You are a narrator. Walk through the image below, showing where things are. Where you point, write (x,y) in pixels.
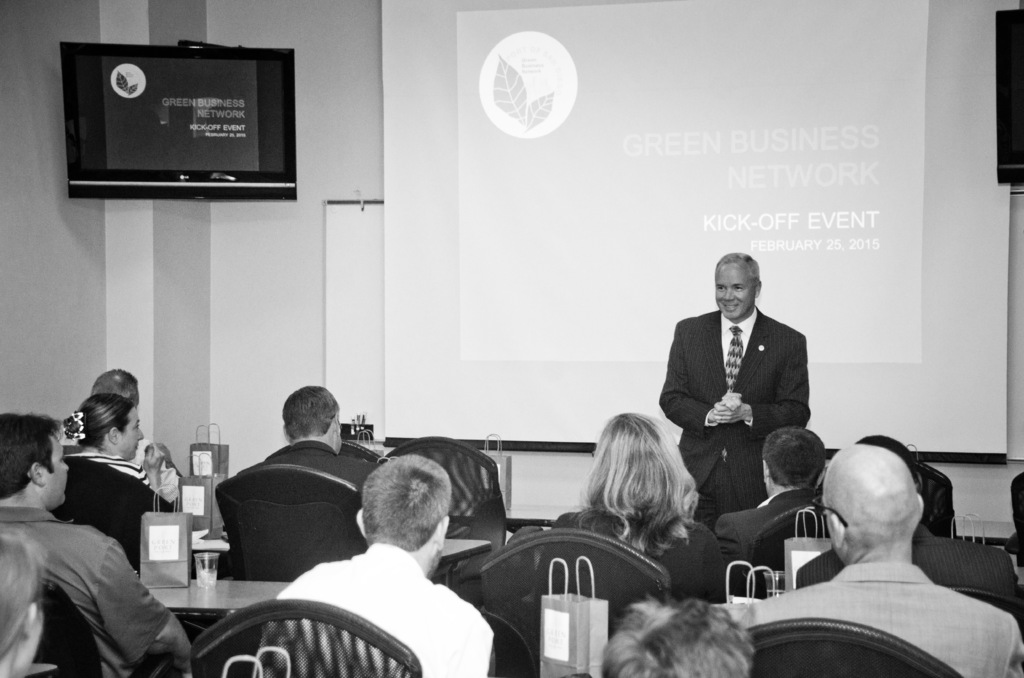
This is a black and white image. In it we can see there are people (421,558) sitting and one is standing. They are wearing clothes (362,589), here we can see chairs (538,548) and tables (240,594). Here we can see projected screen (645,181), television (272,177) and the wall (192,295).
